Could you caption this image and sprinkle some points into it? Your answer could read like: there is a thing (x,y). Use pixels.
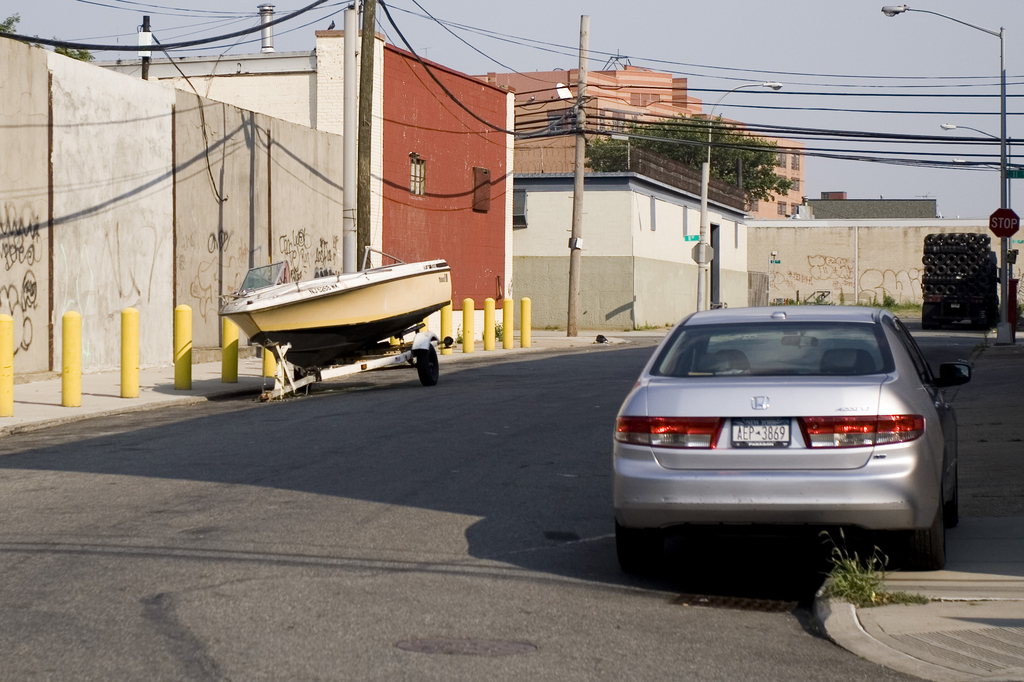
In this picture we can see view of the roadside (305,397). On the right corner (784,425) we can see silver Honda Accord car (828,453) parked on the roadside (579,498). On the left (185,316) back side we can see yellow fencing rod (186,354) and boundary wall (206,240). In the background (582,165) we can see many poles (582,165) with cables (758,150).
